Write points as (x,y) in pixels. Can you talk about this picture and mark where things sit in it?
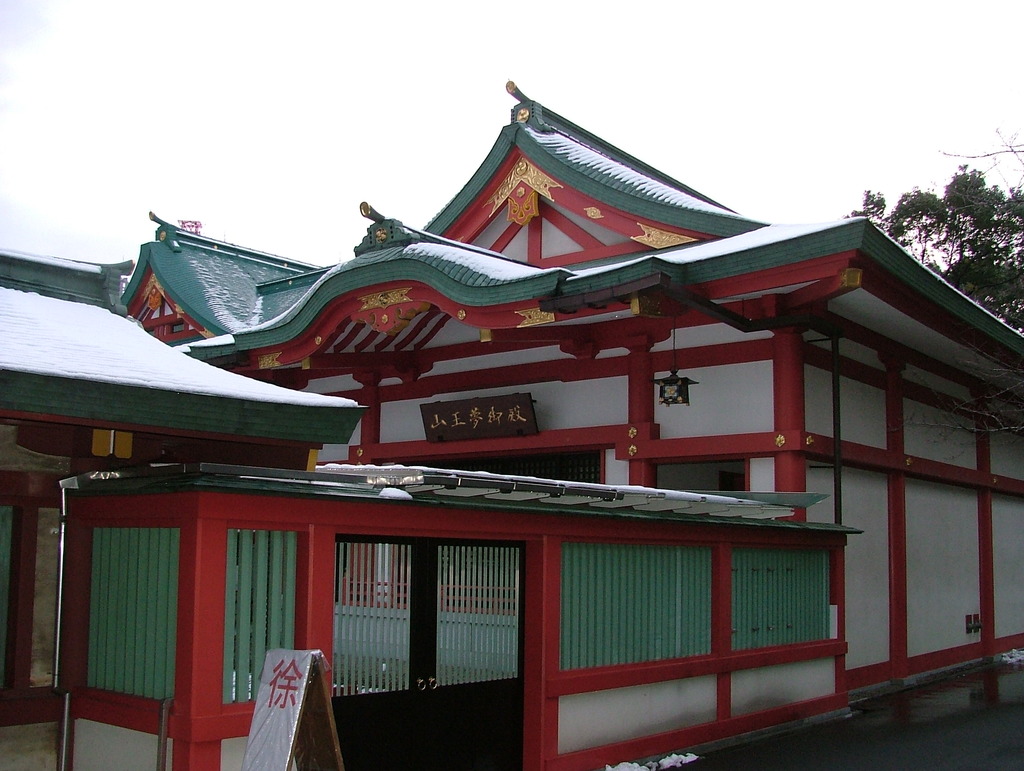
This image consists of a building (554,431). There is a tree (1018,316) on the right side (960,270). There is sky (501,94) at the top (466,164). There is a door (388,640) at the bottom (403,637).
